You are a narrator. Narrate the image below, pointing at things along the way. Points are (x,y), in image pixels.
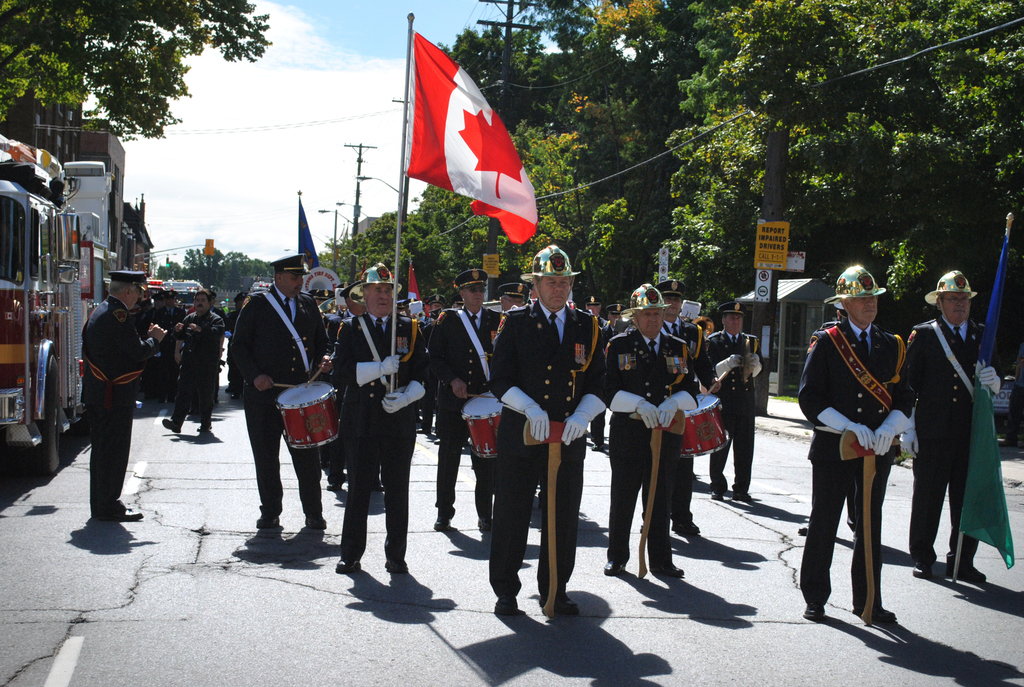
In the middle of the image (357,423) a group of people (155,294) standing and holding something in their hands (386,369). Top left side of the image (42,101) there is a tree (139,96) and clouds (311,41). Bottom left side of the image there is a vehicle (14,412). Top right side of the image (848,150) There is a tree (860,155) and pole (509,10).
